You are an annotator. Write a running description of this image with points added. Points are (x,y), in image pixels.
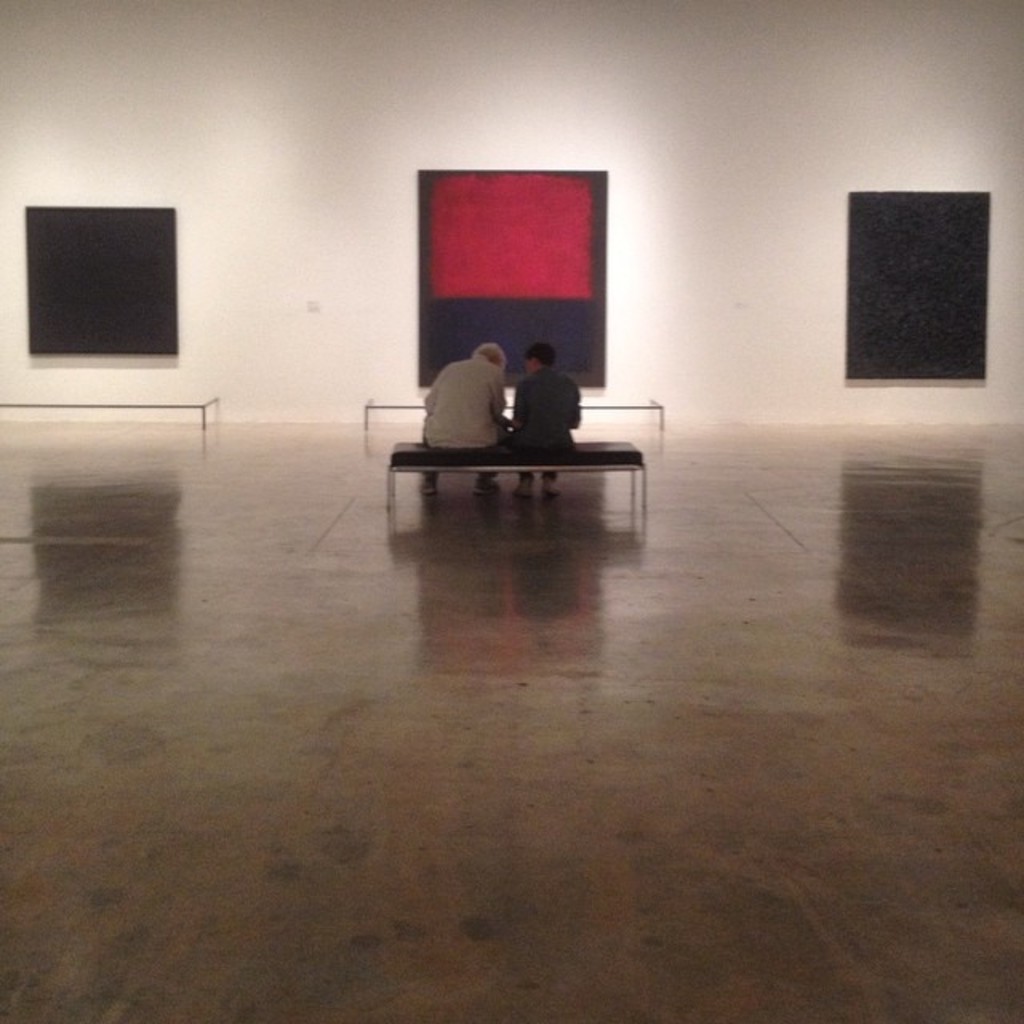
In this image we can see two persons (481,395) sitting on the bench (532,468), there are two other benches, also we can see the wall (200,315), and paintings (53,281).
